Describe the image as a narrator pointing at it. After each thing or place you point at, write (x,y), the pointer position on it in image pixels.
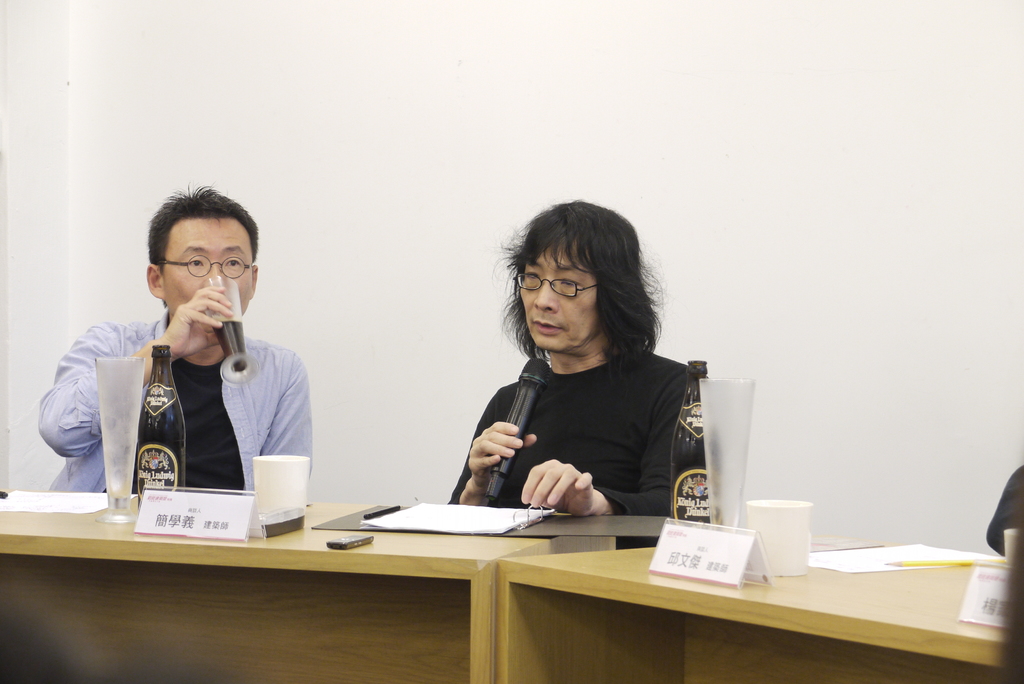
In this image there are two persons (294,437) who are sitting on a chair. In front of them there is one table (409,615) on the table (895,607) there are glasses (118,412), bottles (684,444), and name plates (203,492) papers (866,557) are there. On the left side (203,297) there is a person (219,323) who is sitting and he is drinking.
